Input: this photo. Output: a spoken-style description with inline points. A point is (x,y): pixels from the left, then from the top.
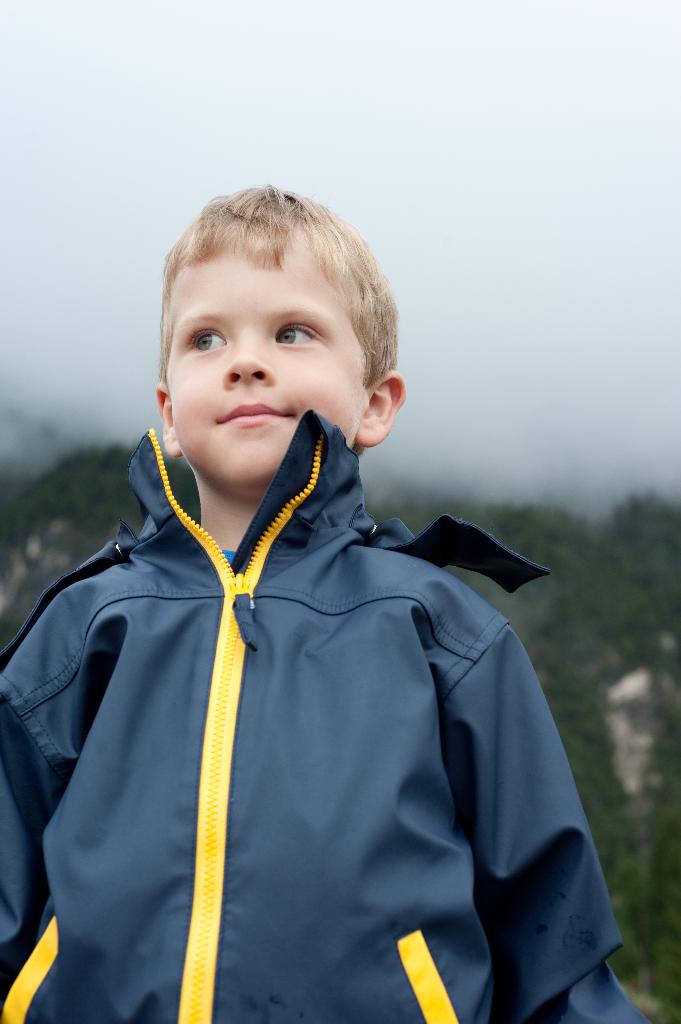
In this image I can see a child (277,621) wearing blue and yellow colored jacket (291,729). In the background (631,546) I can see few trees (621,631) which are green in color and the sky (498,153).
